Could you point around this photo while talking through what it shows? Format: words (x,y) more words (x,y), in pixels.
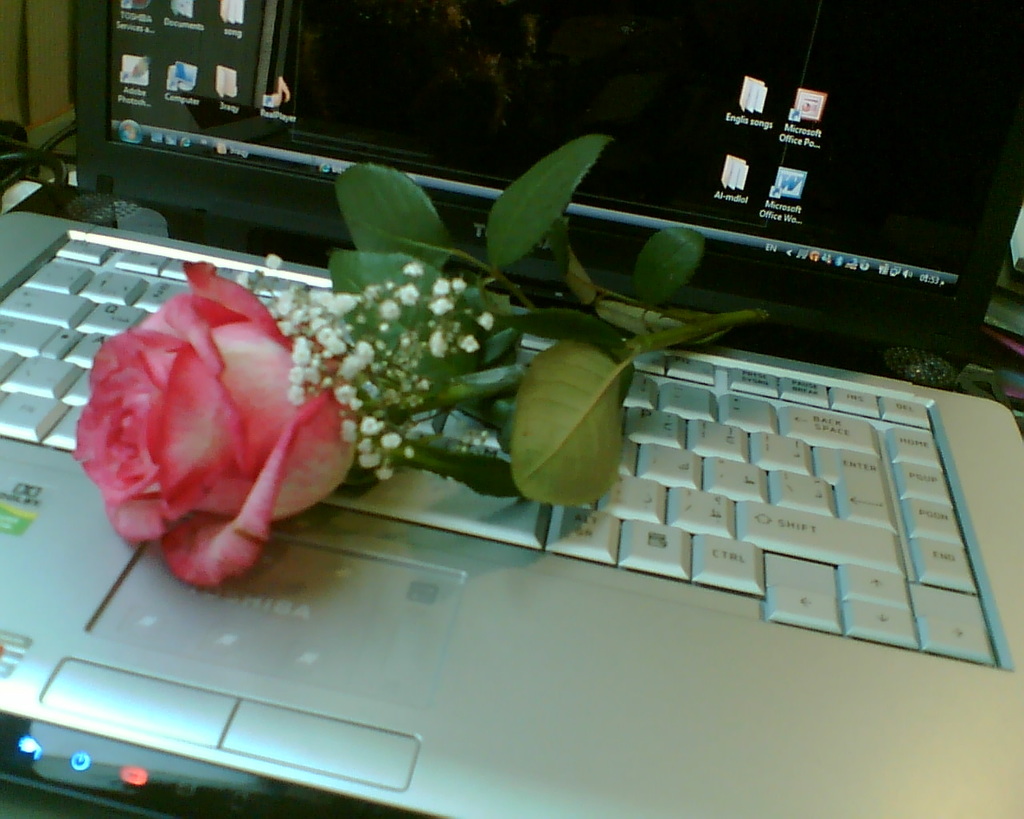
In this image we can see a laptop (861,55) opened and we can see a rose flower (249,393) with leaves (390,220) kept on the keyboard (665,391). In the background (74,169), we can see the wires (52,165).
